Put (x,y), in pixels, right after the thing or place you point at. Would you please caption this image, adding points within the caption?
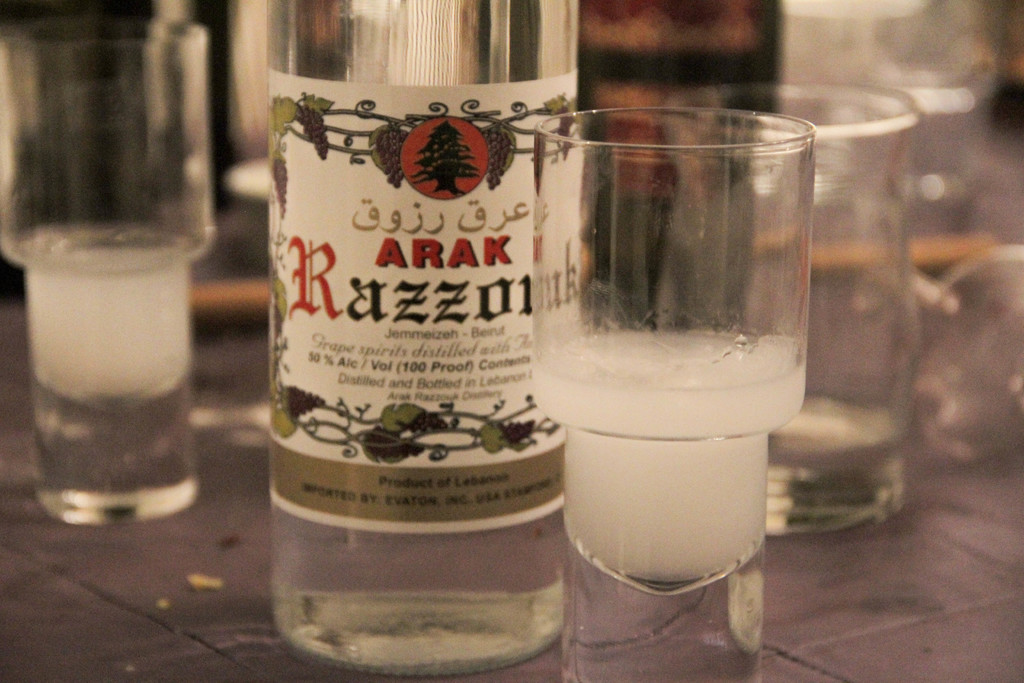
There is a glass bottle (425,298) and few glasses (698,261) beside it.
